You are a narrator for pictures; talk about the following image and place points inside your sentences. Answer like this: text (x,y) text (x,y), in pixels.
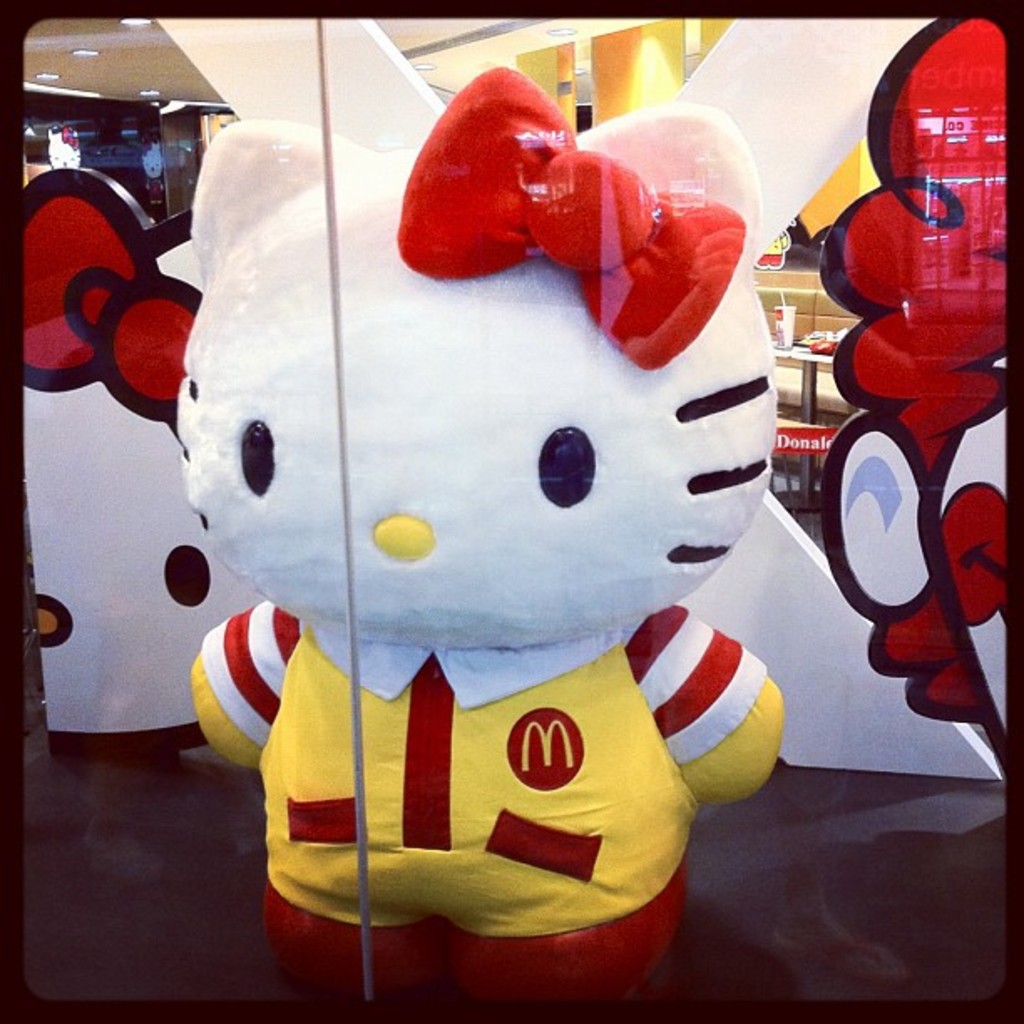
In this image I can see a white colour soft toy (479,471). I can see this soft toy (415,779) is wearing yellow colour dress (471,840). I can also see M (532,730) is written over here. In the background (804,364) I can see a table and here I can see something is written.
